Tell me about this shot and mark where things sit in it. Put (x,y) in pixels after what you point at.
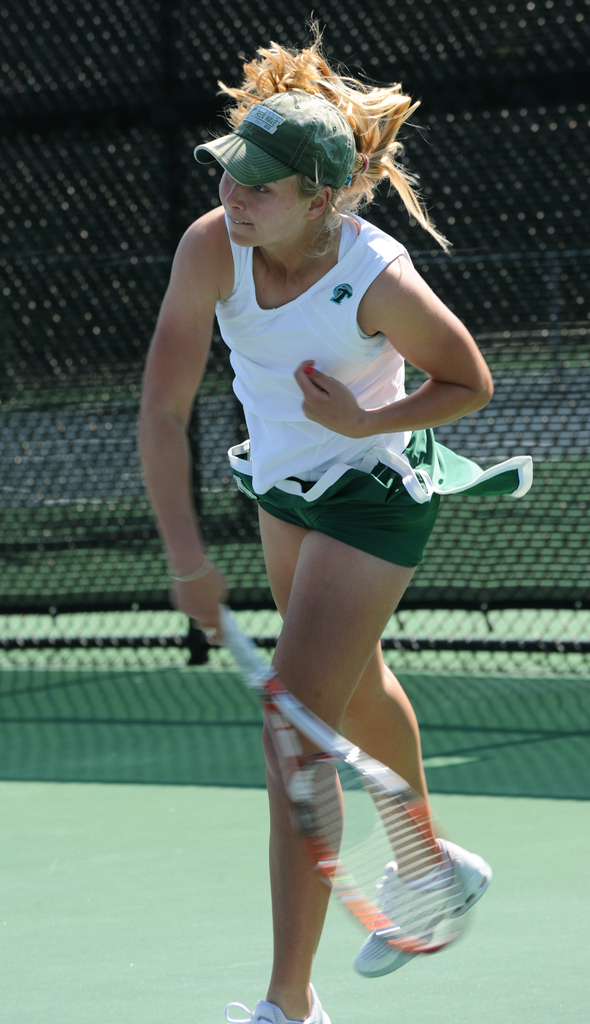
In the image we can see there is a woman (289,710) who is standing and holding tennis racket (339,813) in her hand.
